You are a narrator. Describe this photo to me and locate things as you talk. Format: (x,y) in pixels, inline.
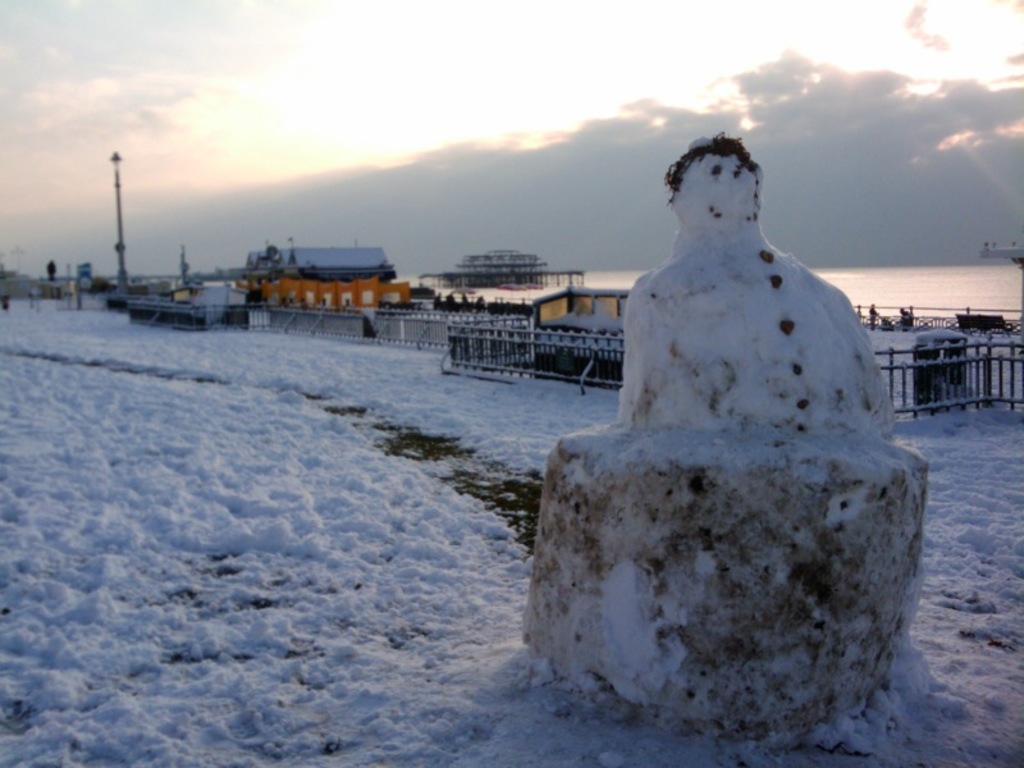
In this picture we can see snow (243,513) and a figure (591,509) made of snow (684,532) on the ground (173,539), fences (308,322), houses (335,286), buildings (317,270), pole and some objects (93,285) and in the background (523,84) we can see the sky (499,47).
